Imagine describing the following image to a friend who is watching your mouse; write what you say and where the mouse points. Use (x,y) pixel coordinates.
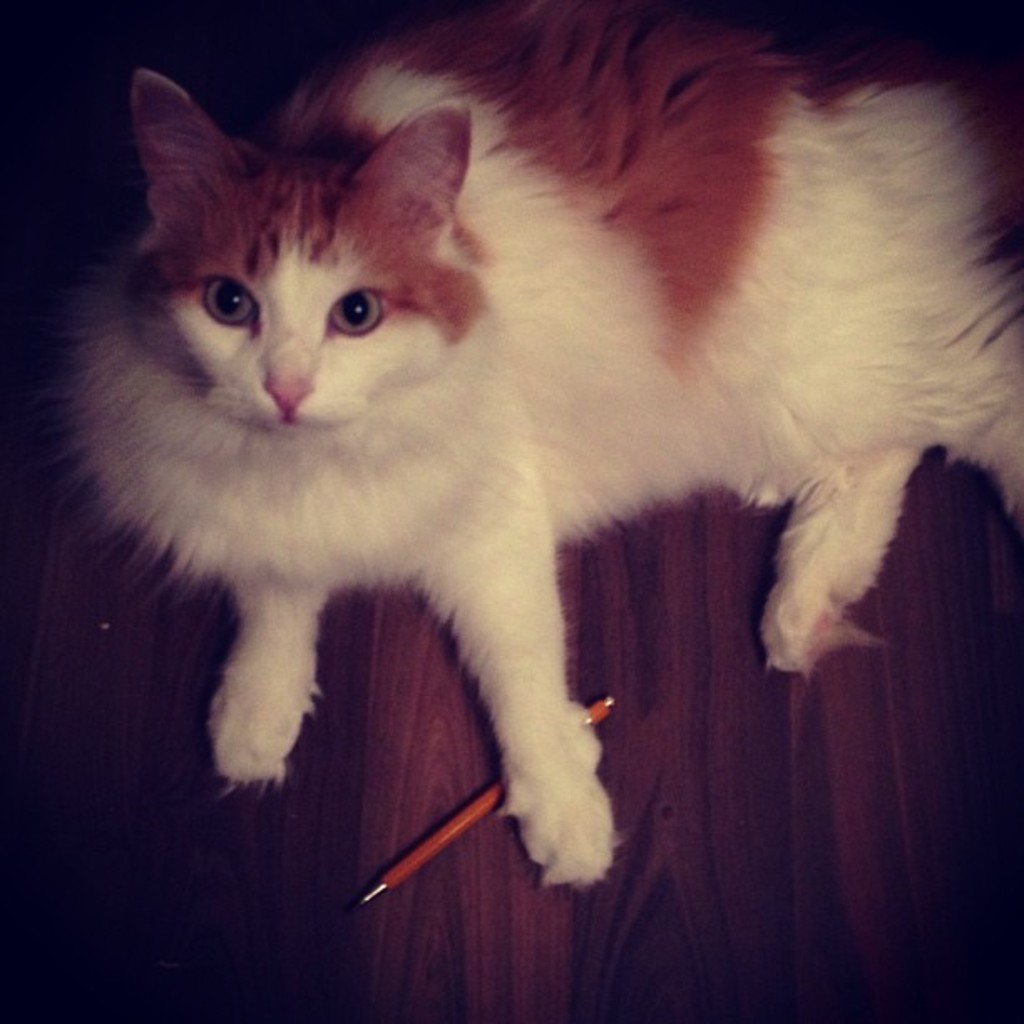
This pictures seems to be clicked inside. In the center (558,369) there is a white color cat (542,440) sitting on an object (743,744) seems to be the table (447,908) and we can see an orange color pen (457,821) is placed on the top of the wooden object (418,737).
